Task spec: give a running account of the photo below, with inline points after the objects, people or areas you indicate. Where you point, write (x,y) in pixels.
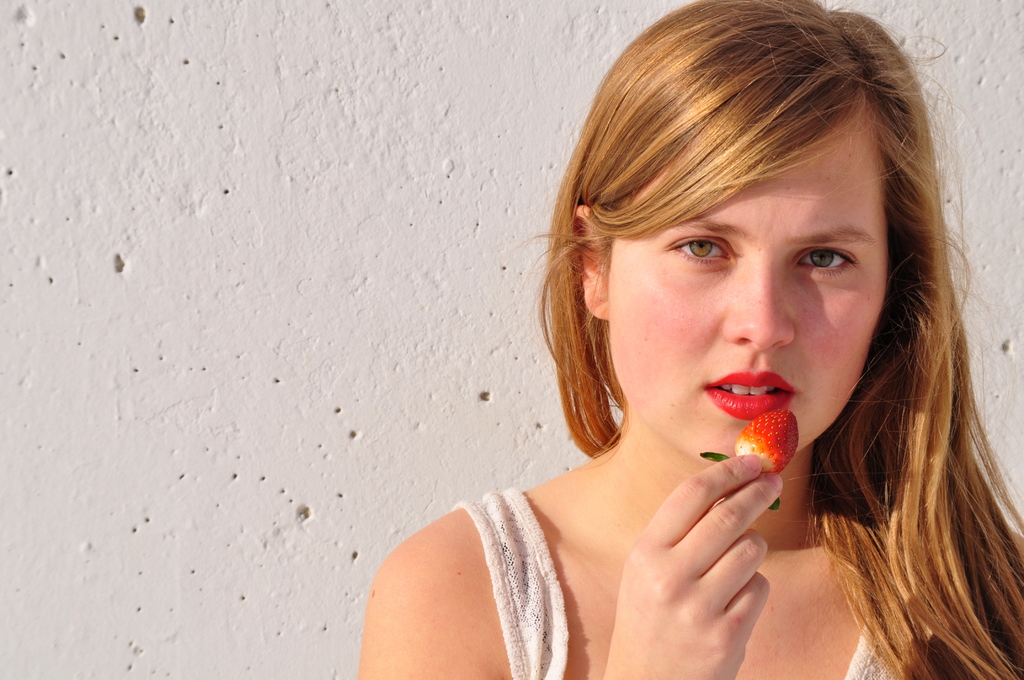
In this image, I can see the woman (598,542) holding a strawberry (780,449) in her hand (700,540). This is the wall (217,339), which is white in color.
